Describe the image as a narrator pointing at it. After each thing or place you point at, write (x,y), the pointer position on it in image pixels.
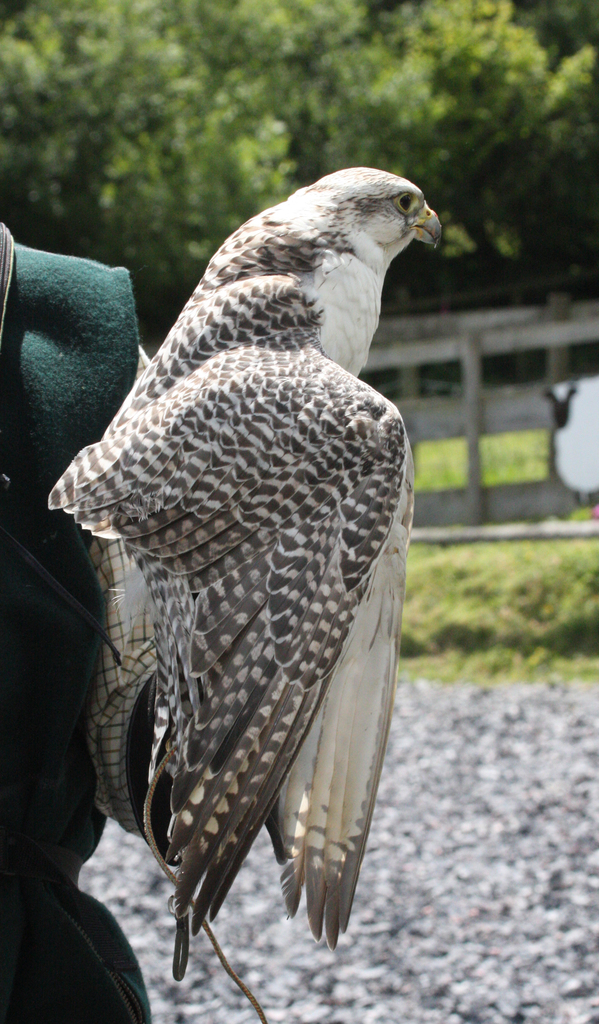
In this image there is a person (99,667) holding a bird (258,476) in his hand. In the background (248,203) there are trees (322,109) and there is a wooden fence (552,467).
